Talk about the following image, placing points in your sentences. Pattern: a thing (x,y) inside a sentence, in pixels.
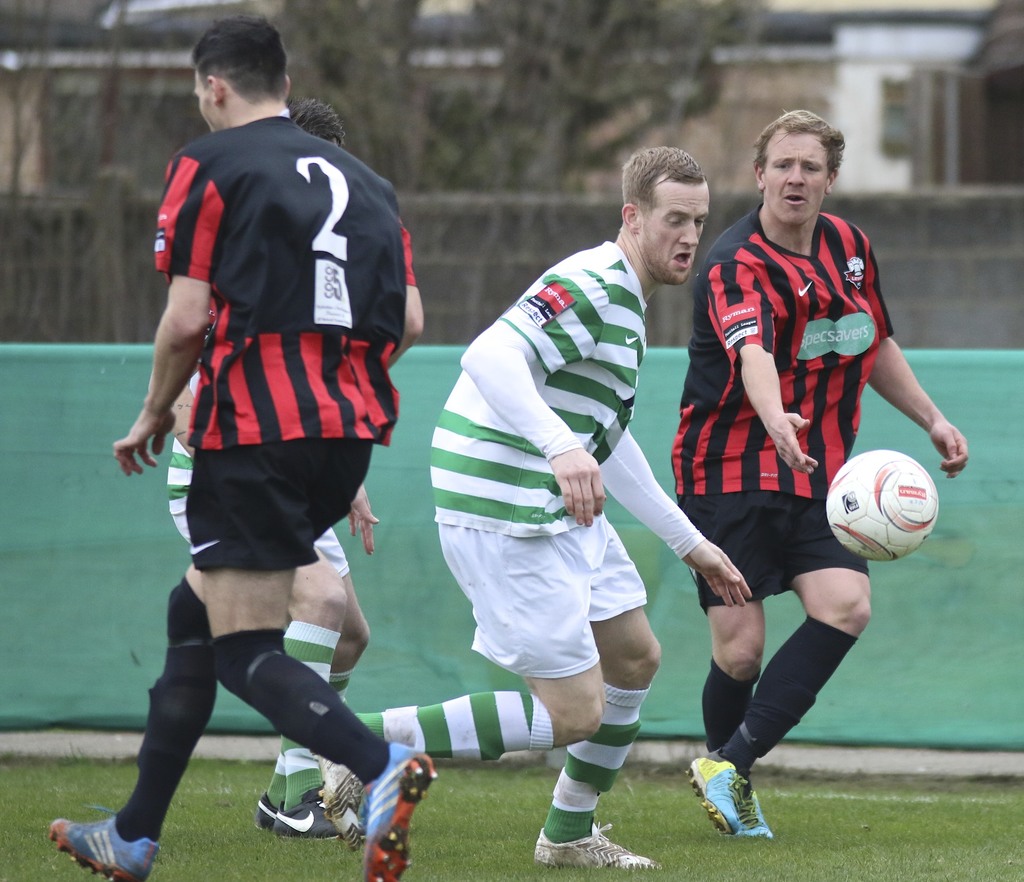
In this image in front (787,523) there are four people (793,540) playing a football (913,466). Behind them there is a boundary fence (112,532). At the bottom of the image (779,857) there is grass (850,860) on the surface (890,859). In the background of the image (592,233) there is a wall (967,222). There are trees (714,96) and buildings (882,71).
